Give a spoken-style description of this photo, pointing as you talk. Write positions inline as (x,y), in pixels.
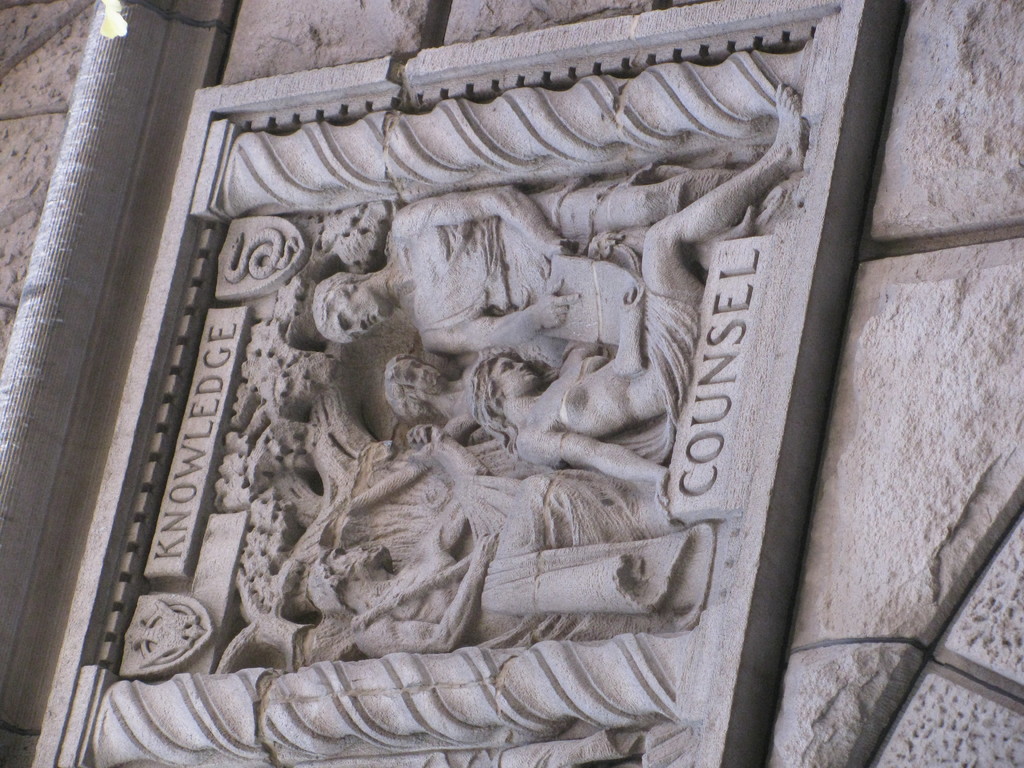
In this image I see the wall (884,396) on which there are sculptures (353,419) over here and I see 2 words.
